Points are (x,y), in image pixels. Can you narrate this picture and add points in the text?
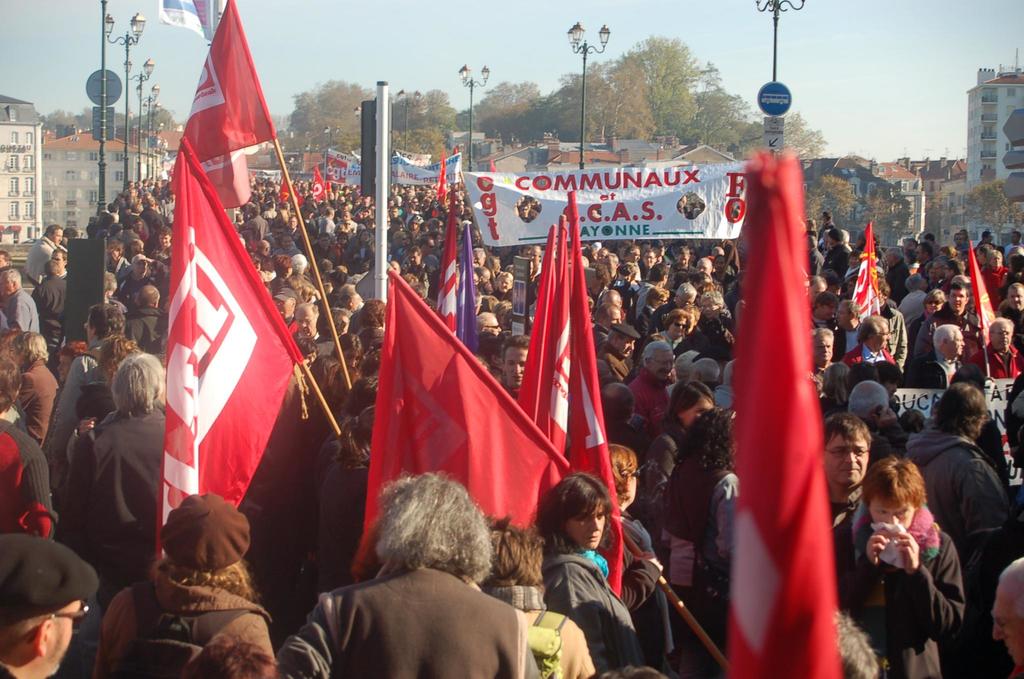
In this image we can see a group of persons (338,452). Among them few people (328,464) are holding flags (745,417) and a banner (656,211). Behind the person (140,187) we can see the poles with lights (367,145), buildings (130,175) and trees (571,97). At the top (468,3) we can see the sky (468,3).
